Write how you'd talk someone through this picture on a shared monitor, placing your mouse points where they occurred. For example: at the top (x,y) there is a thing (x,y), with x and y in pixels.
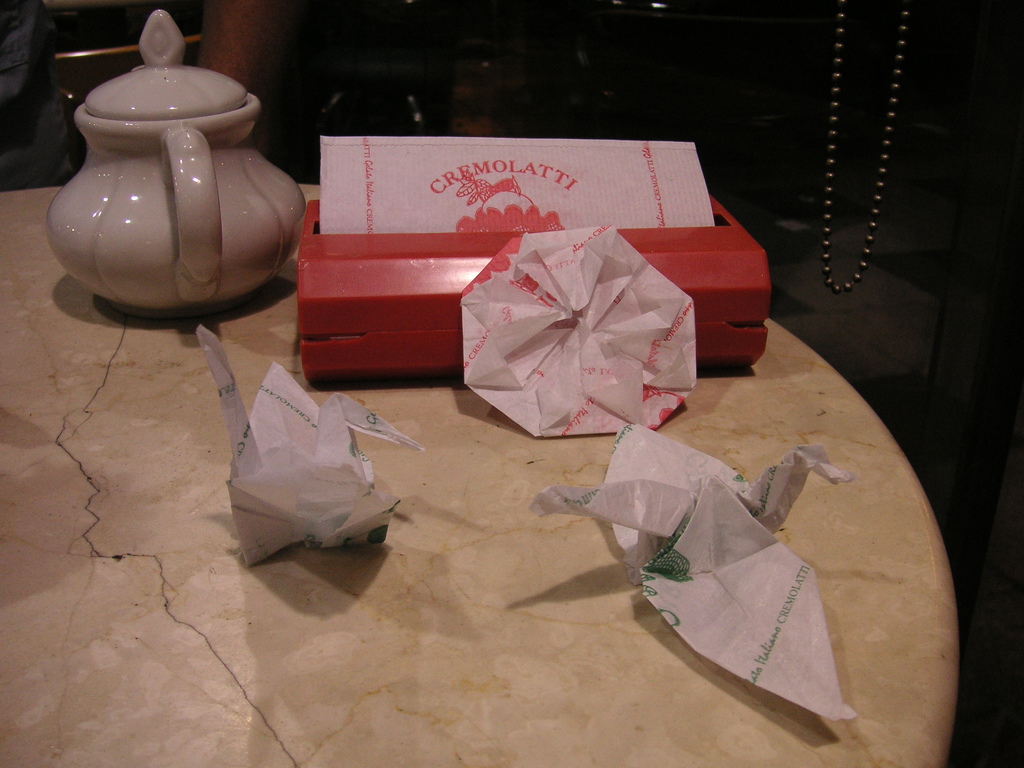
In this image I can see a cream colour table (497,418) and on it I can see few napkins (548,365), a red colour tissue box (445,282) and on the left side of this image (163,15) I can see a white colour kettle (93,159). I can also see a black colour thing (858,286) on the right side of this image (836,288).
